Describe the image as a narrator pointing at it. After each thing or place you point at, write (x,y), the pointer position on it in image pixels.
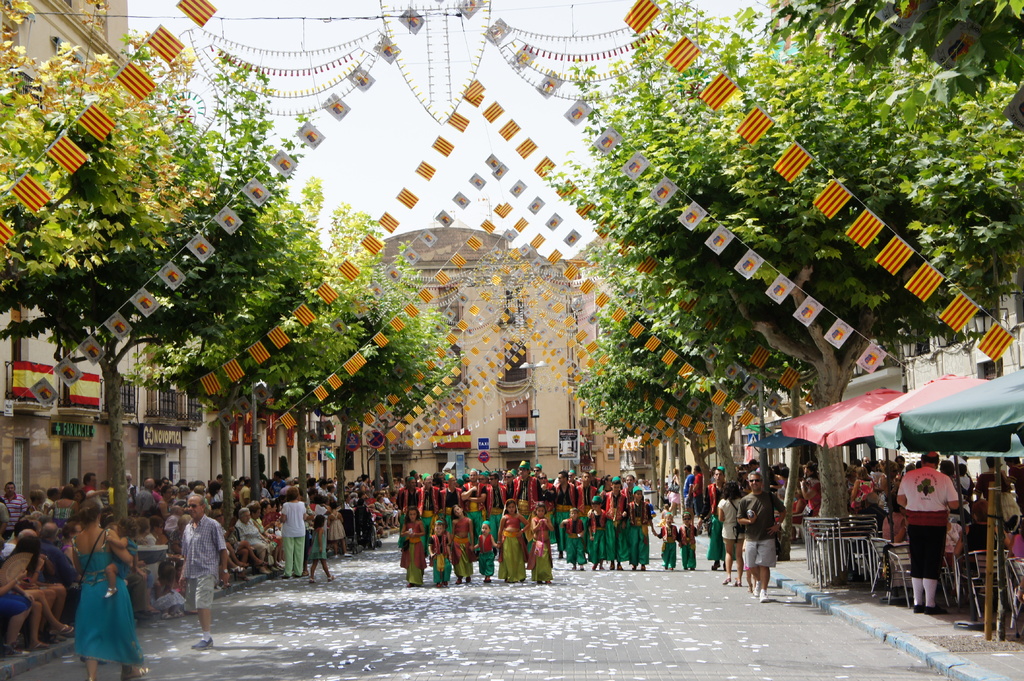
On the left side (97,556), there is a woman (97,579) holding a baby (132,548) and walking on the road (188,642) in front of a person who is standing on the road (220,645). Beside them, there are persons (41,542) sitting on chairs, there are persons (38,507) standing and there are trees (114,421) on the footpath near a building (64,442). On the right side (905,506), there are umbrellas (902,399) under these, there are persons (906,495) sitting on chairs (1013,567), there are persons (943,505) standing and there are trees (999,487) on the footpath (1005,655). In the background (422,551), there are children (451,557) in different color dresses (435,554) walking on the road (670,597), there are persons (627,485) walking on the road (791,628), there is a building (484,425) which is having windows (447,292) and there is sky (459,94).
